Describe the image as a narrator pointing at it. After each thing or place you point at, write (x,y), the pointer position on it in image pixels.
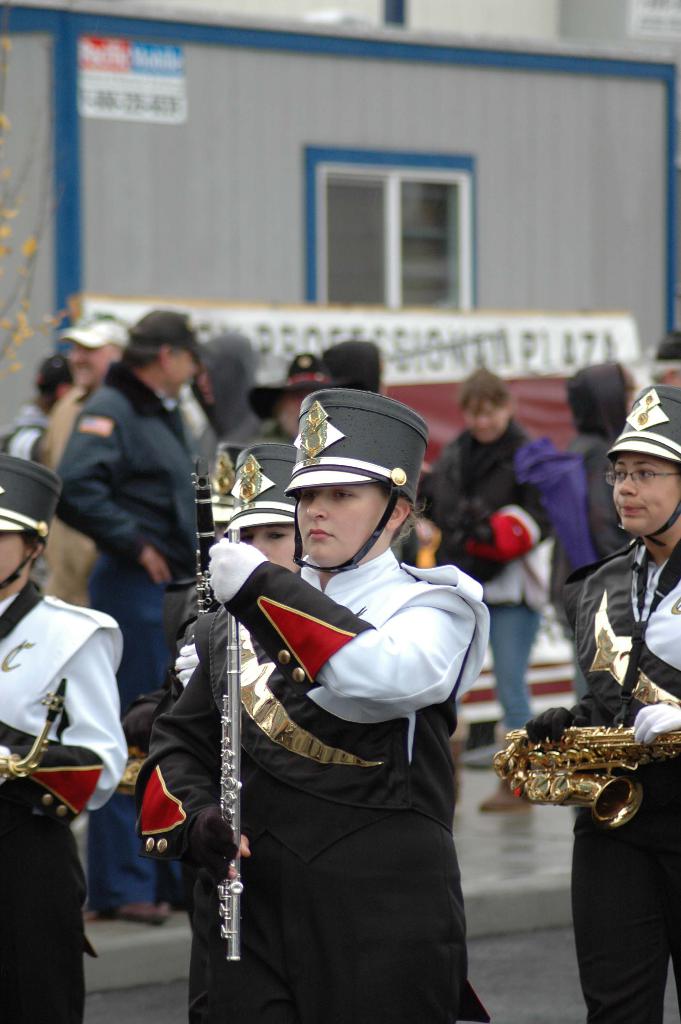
In this image in the foreground (353,630) there are some people (367,605) who are holding musical instruments (42,753) and wearing hats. And in the background (152,379) there are a group of people (437,482) and building (286,212), window (367,166) and some boards (157,300), at the bottom (508,884) there is walkway (491,884).
